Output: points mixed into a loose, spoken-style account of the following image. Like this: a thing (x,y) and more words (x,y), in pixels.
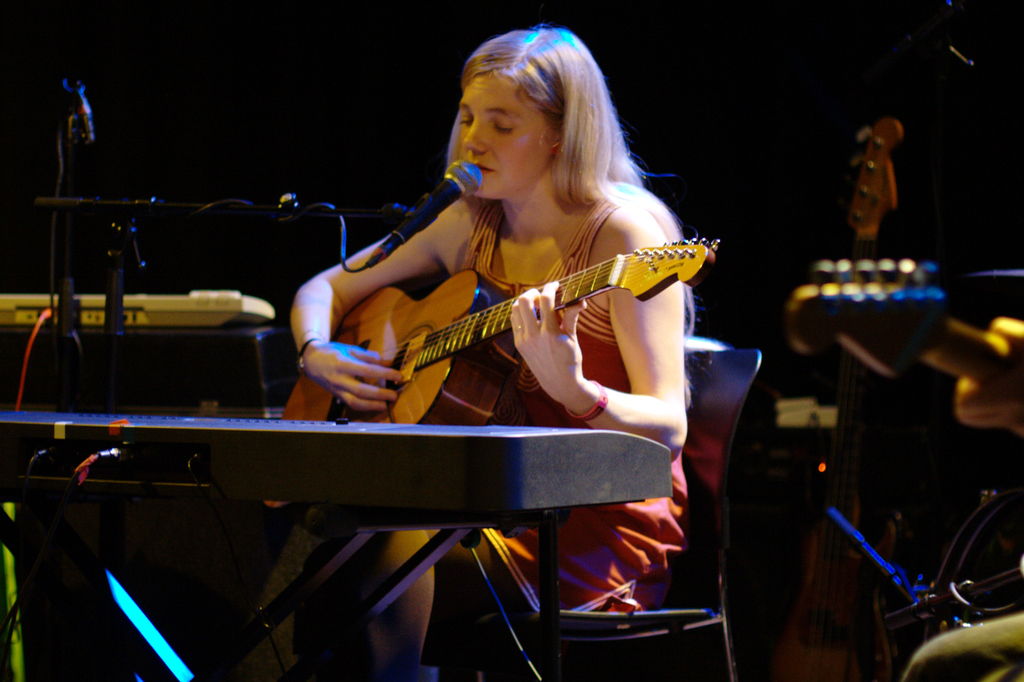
In this image i can see a woman (568,231) sitting playing the guitar (492,315) and singing song in front of a micro phone (458,171) at the back ground (71,119) i can see a stand (84,115).
